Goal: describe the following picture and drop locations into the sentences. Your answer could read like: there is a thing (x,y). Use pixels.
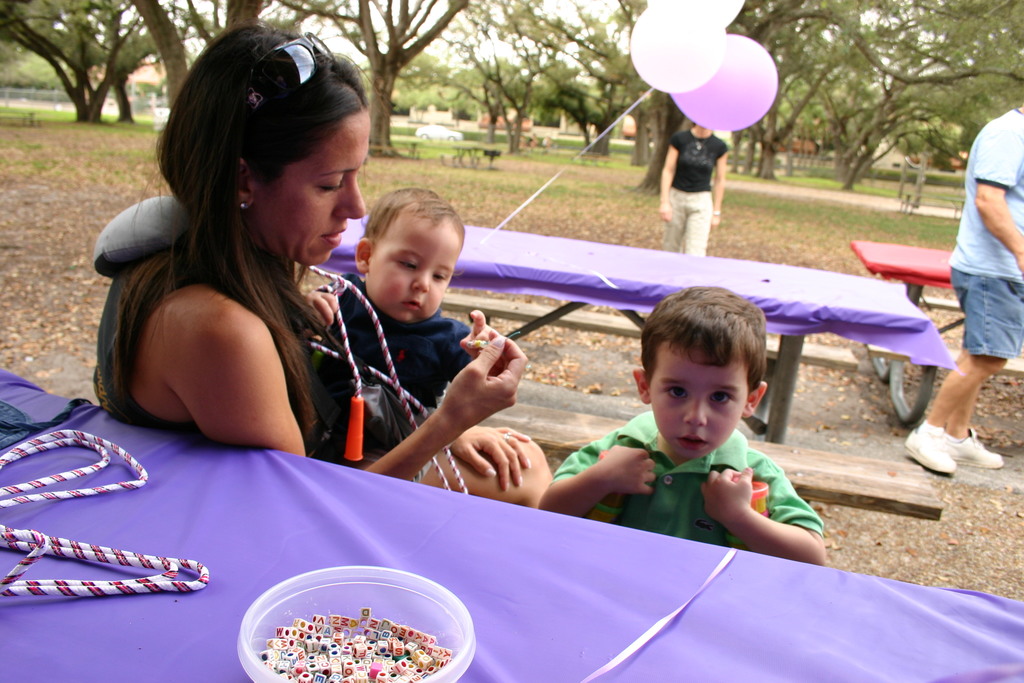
A woman (294,115) wearing a goggles (294,61) is holding baby (425,364). Near to her another boy (664,470) wearing green dress (683,477) is there. There are tables (551,322). And a violet sheet (491,563) is over the table (503,554). There is a bowl (353,635) containing beads (361,639). There are balloons (705,65). There is a guy (982,296) standing in the right side (979,254). There are trees (630,82) in the background (631,38).
